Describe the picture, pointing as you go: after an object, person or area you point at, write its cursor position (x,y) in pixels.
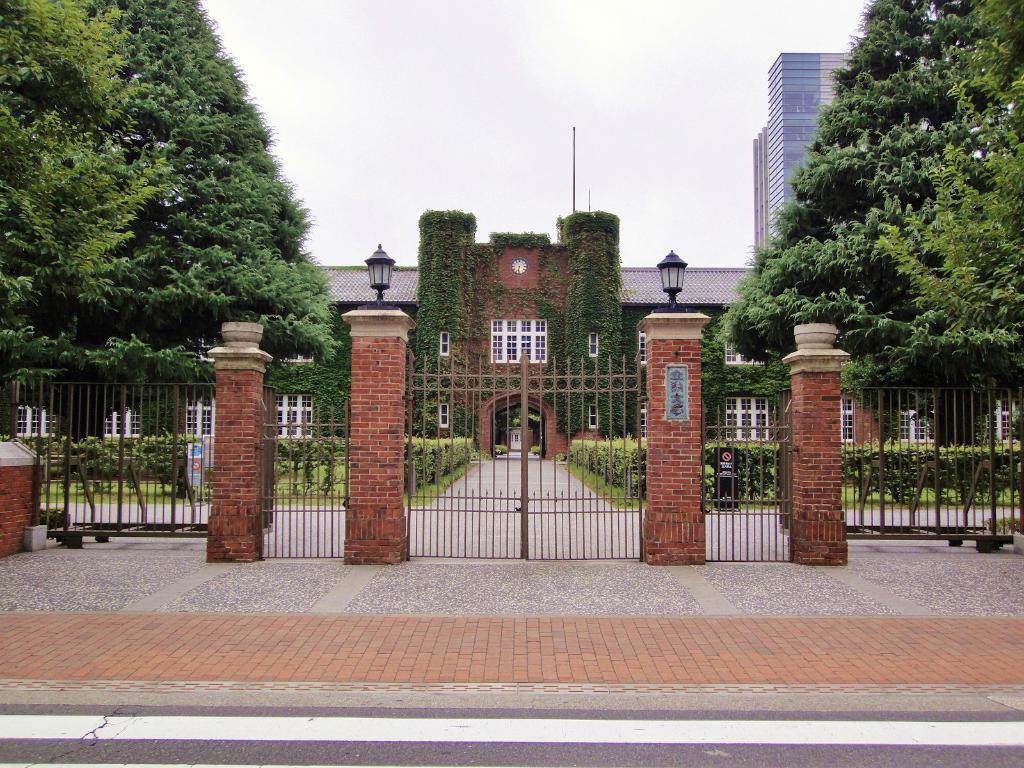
In this picture we can see a building (473,301). There are few lanterns (374,280) on the pillars (650,490). We can see a gate (409,358). There are few trees (133,338) and buildings (824,96) in the background (925,139).
